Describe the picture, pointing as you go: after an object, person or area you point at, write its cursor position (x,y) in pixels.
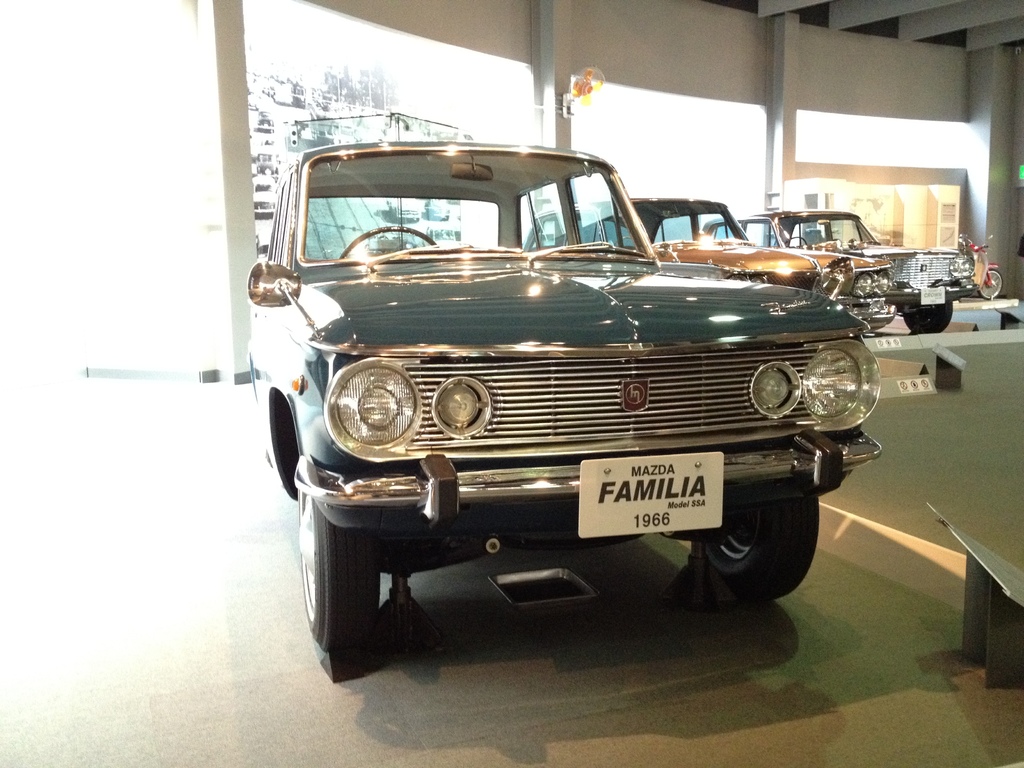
In this image there is a wall (708,64) towards the top of the image (796,52), there are pillars (779,189), there is an object (596,89) on the pillar (535,30), there is ground (673,614) towards the bottom of the image (737,761), there is an object (986,592) towards the right of the image (1004,587), there are vehicles (644,354) on the ground (608,656), the background of the image (843,142) is white in color.
